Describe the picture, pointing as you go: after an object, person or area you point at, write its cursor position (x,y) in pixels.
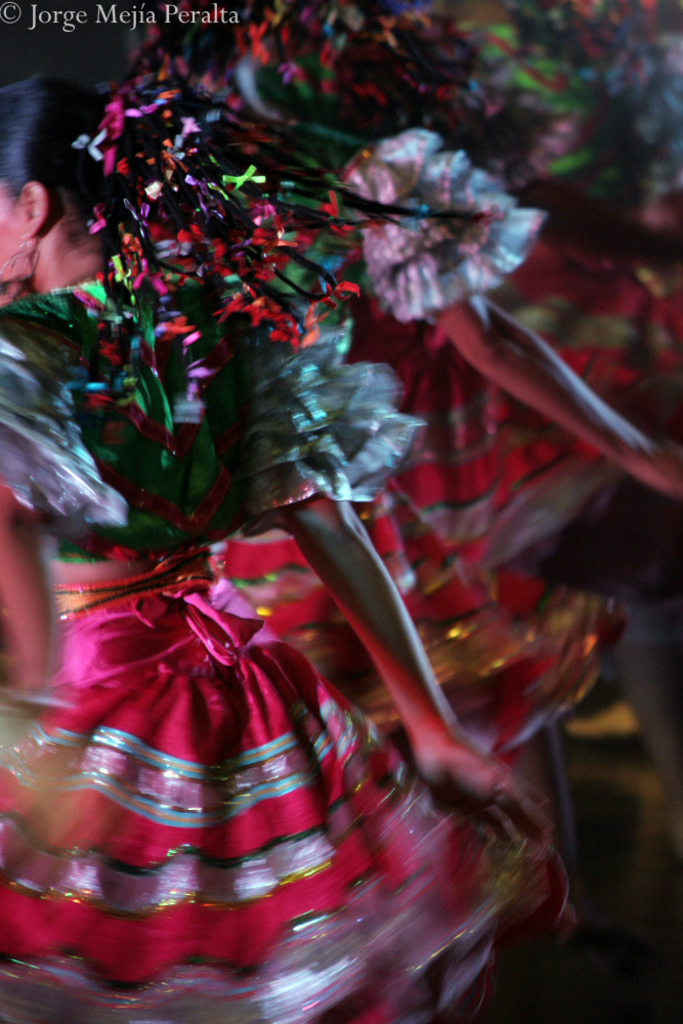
In this image there are a few women (300,408) dancing.
